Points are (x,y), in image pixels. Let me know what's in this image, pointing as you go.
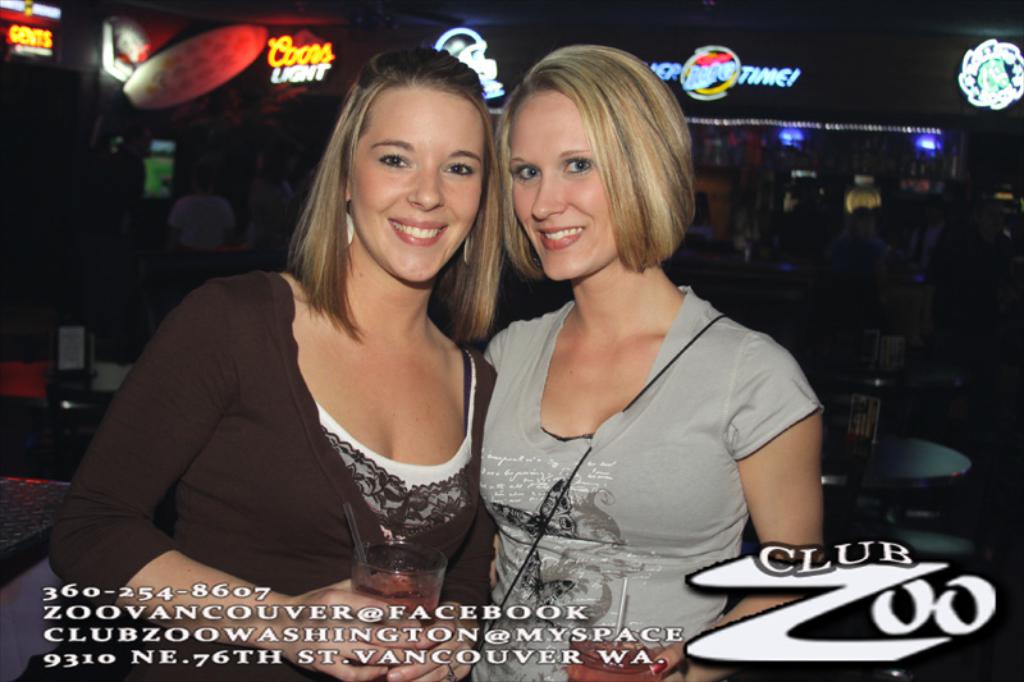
In this picture we can see two women (306,540) holding glasses (600,679) in their hands (386,647). We can see the straws (620,607) and liquid (589,673) in these glasses (589,673). There is some text (782,620) and numbers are visible at the bottom of the picture (889,595). There are a few objects (871,408) visible on the tables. We can see a few people (268,190) at the back (857,201). There is a screen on the left side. We can see lights (970,85) and some text (49,34) on top of the picture (1020,93).
